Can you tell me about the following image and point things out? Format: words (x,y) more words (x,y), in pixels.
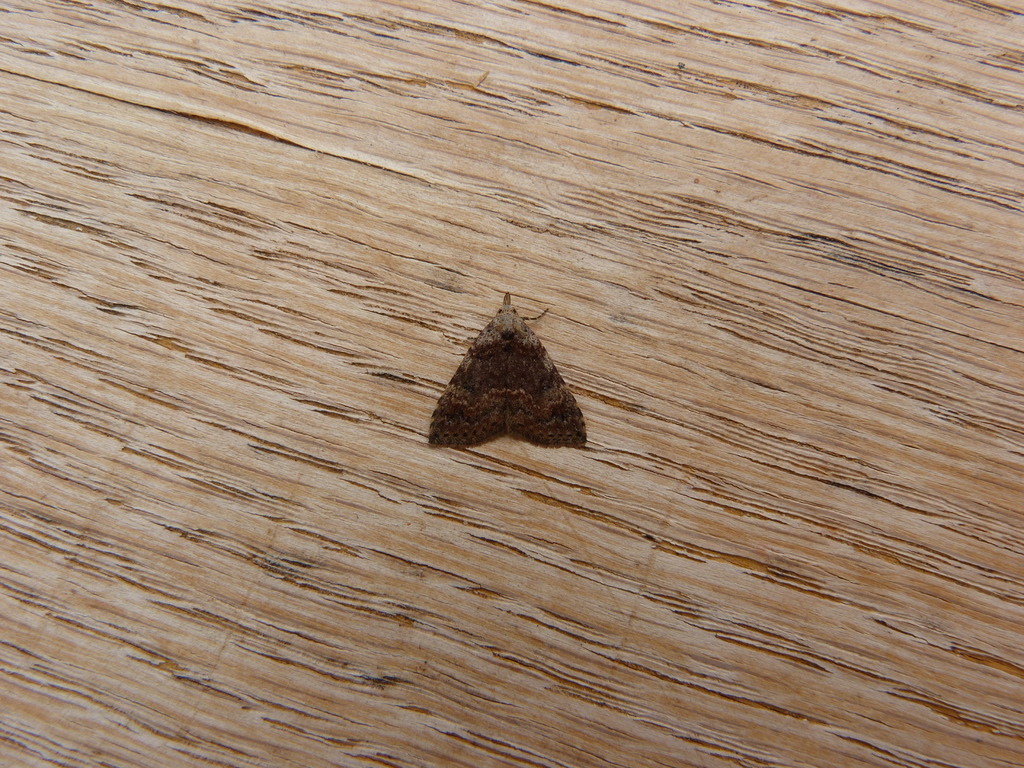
In this picture there is an insect (518,317). At the bottom (561,663) there is a wooden floor (436,254).
